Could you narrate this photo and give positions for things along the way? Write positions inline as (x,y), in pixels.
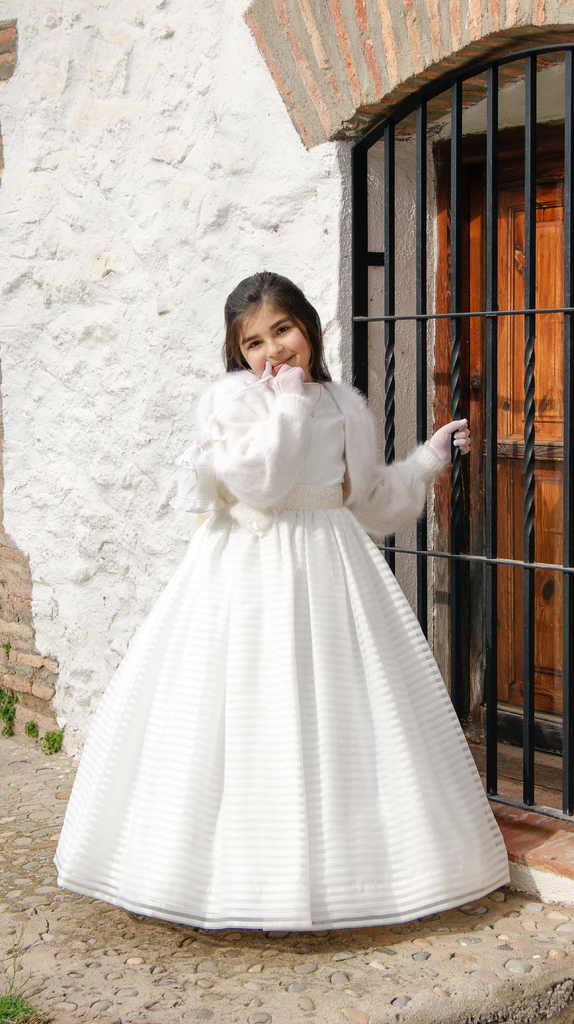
In this image we can see a girl (239,621) and she is smiling. In the background (138,553) we can see a wall (224,204), door (559,333), and a gate (492,122).
